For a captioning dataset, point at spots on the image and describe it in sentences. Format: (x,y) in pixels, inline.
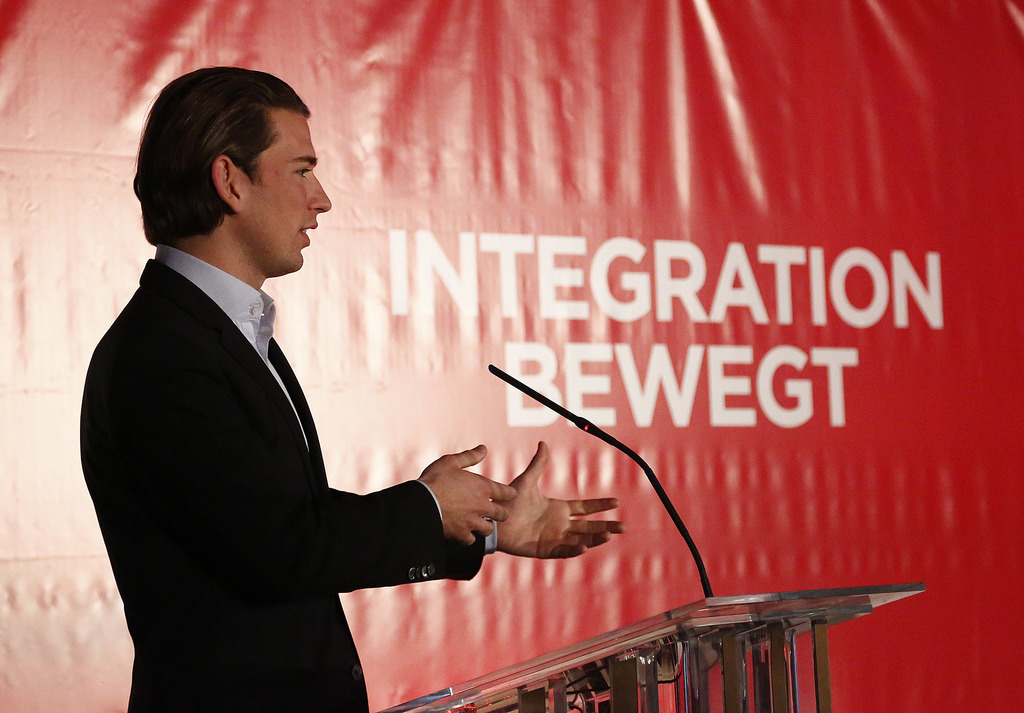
In the picture I can see a man (479,485) standing in front of a glass podium (592,661) and he is speaking on a microphone (686,527). He is wearing a shirt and suit (197,478). I can see the hoarding (667,181) with text (667,271).
